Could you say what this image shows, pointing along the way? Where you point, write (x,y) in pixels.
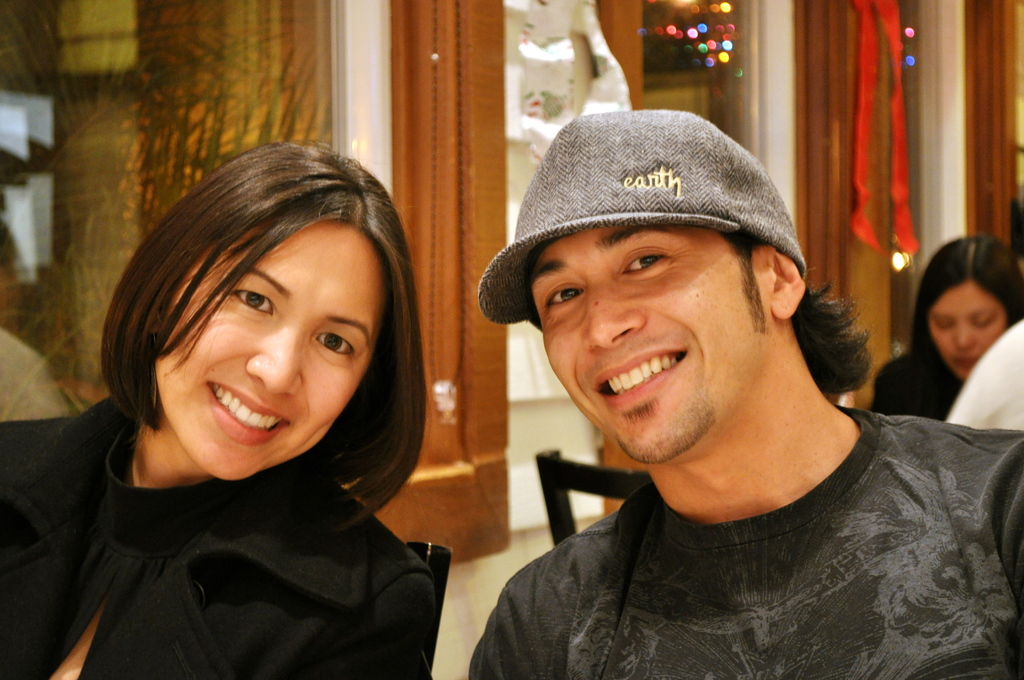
In this image we can see a few people (340,457) sitting on the chairs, behind them, we can see a building (490,81) with windows (683,55) and some other objects (693,38).
